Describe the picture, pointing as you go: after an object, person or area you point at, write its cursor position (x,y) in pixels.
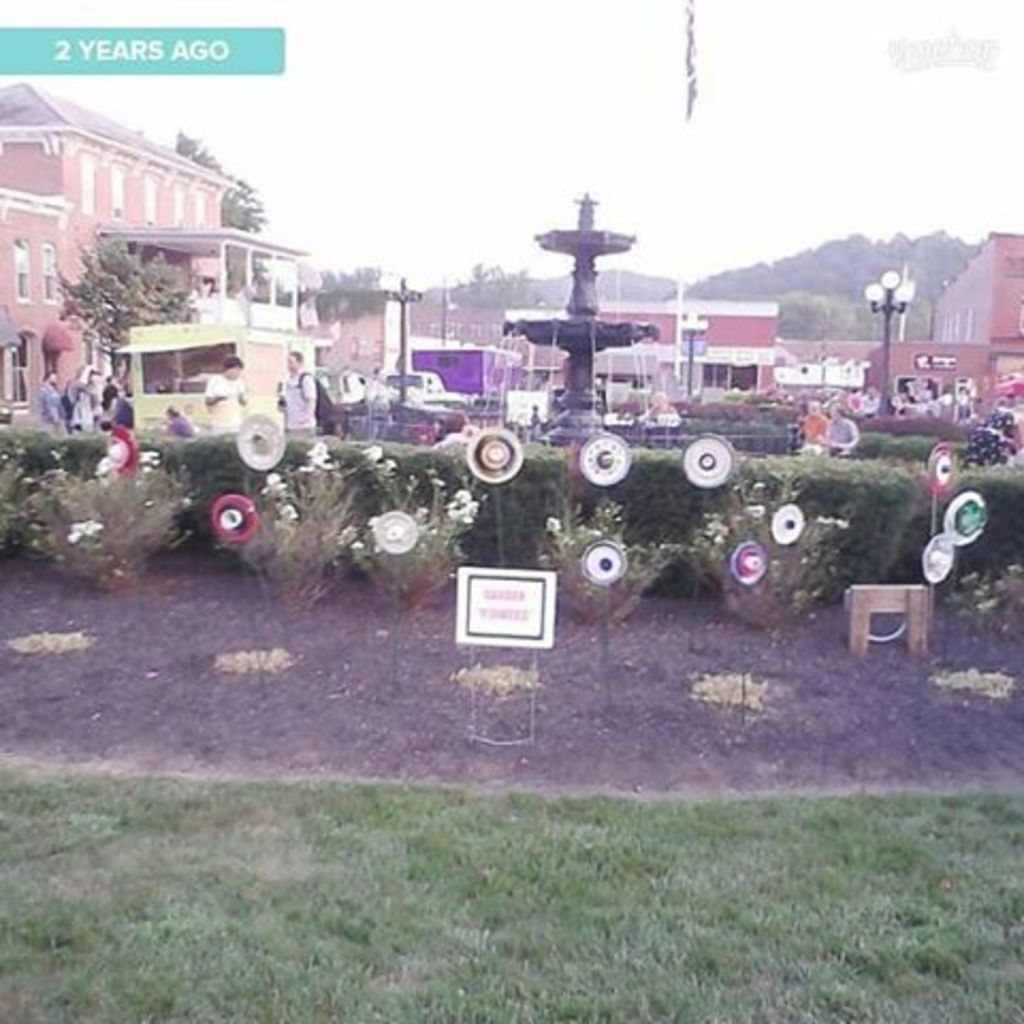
In this picture I can see there is a fountain (589,440) and there are some plants (543,464) and there are few people (230,405) walking and in the backdrop (212,278) there are buildings (109,222), trees (937,291) and the sky (413,185) is clear.
